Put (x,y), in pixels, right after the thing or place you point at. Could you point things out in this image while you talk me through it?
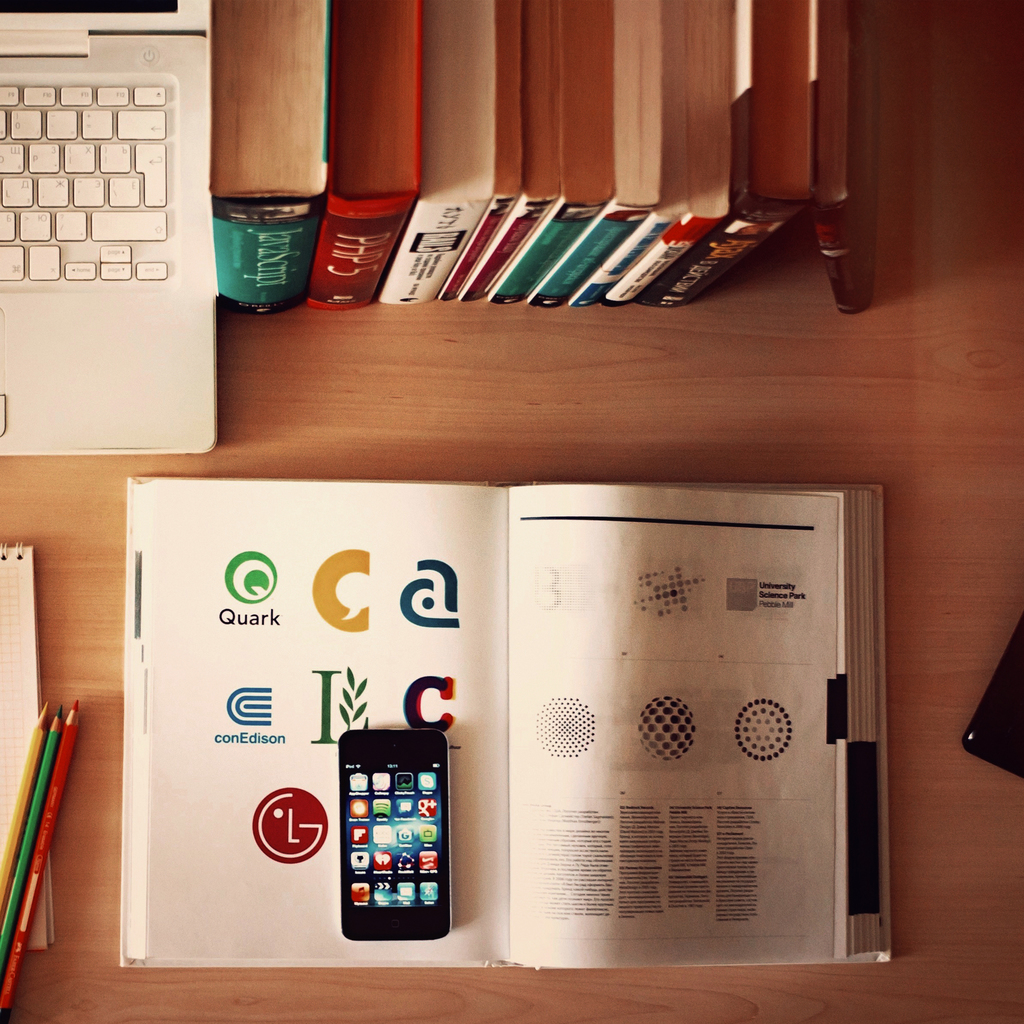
In this picture I can observe some books (534,206) placed on the table (466,345). On the left side (50,761) I can observe pencils (58,788) and a laptop (106,190). There is a mobile (383,786) placed on the book (282,650) on the bottom of the picture (393,808).
